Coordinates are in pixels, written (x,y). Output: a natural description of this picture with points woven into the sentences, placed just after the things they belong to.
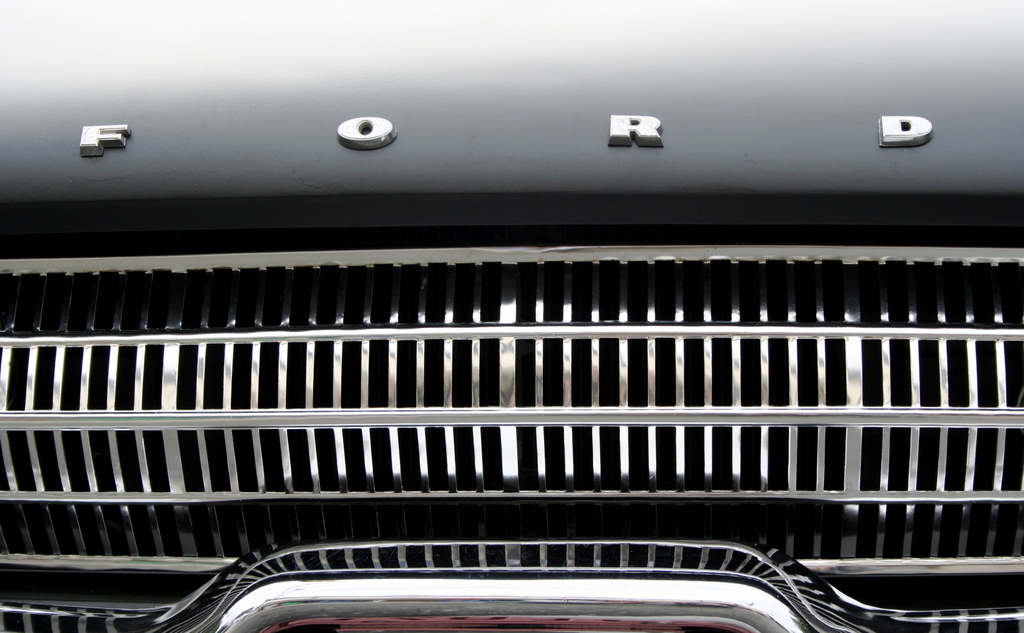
It is the picture of a ford car (194,127), only the partial front part (745,146) of the car (395,473) is visible in the image.
